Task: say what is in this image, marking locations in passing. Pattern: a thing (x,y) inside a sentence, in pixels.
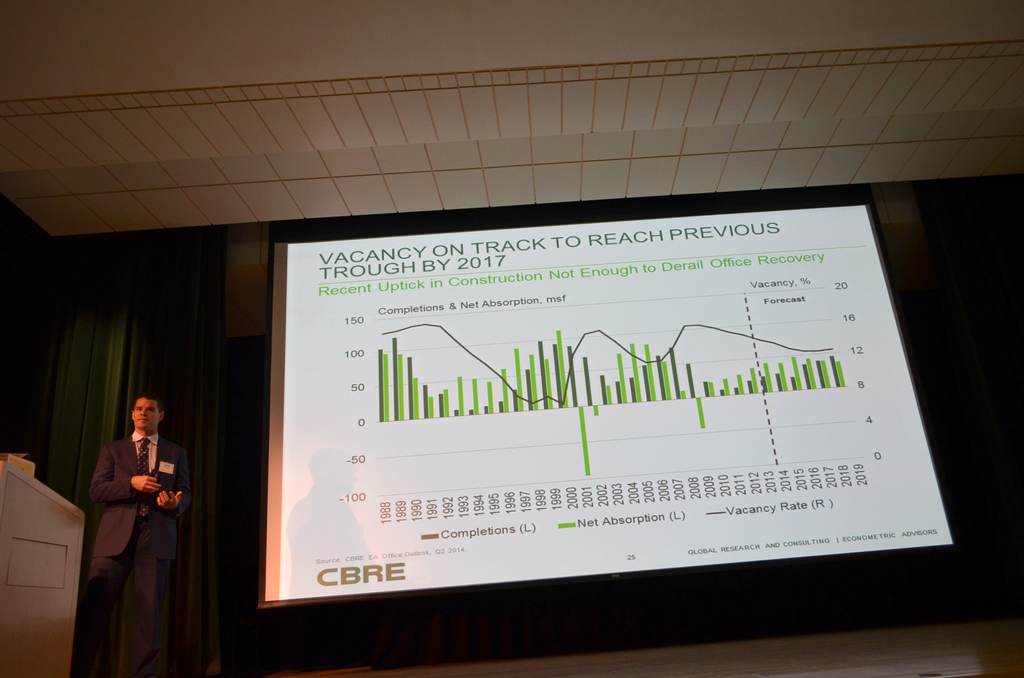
On the left side of the image (126,510) we can see a man (127,510), he is standing, beside to him we can find a projector screen (422,399), in the background (77,354) we can see curtains (102,363).
